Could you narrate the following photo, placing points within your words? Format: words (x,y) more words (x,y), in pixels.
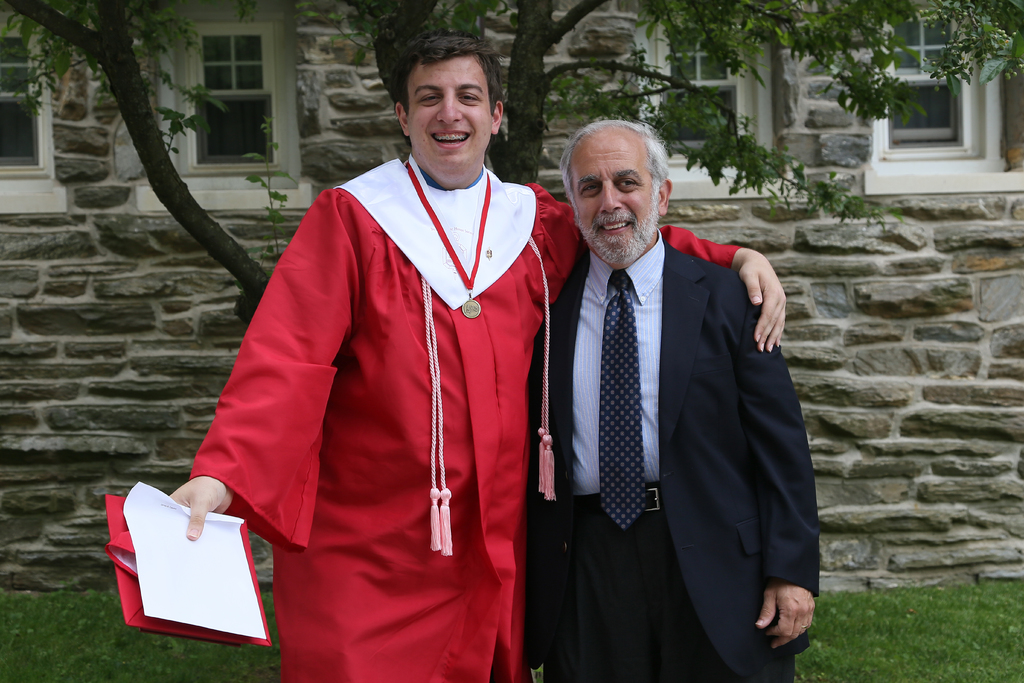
In this image I can see there are two men (666,403) standing, the man (666,403) at right (687,378) is an old man (648,405) wearing a blazer (667,382) and the man (394,229) at left (324,627) is holding a folder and wearing a red color coat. In the backdrop (832,267) there is a tree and a building (90,125) with windows (258,149).
